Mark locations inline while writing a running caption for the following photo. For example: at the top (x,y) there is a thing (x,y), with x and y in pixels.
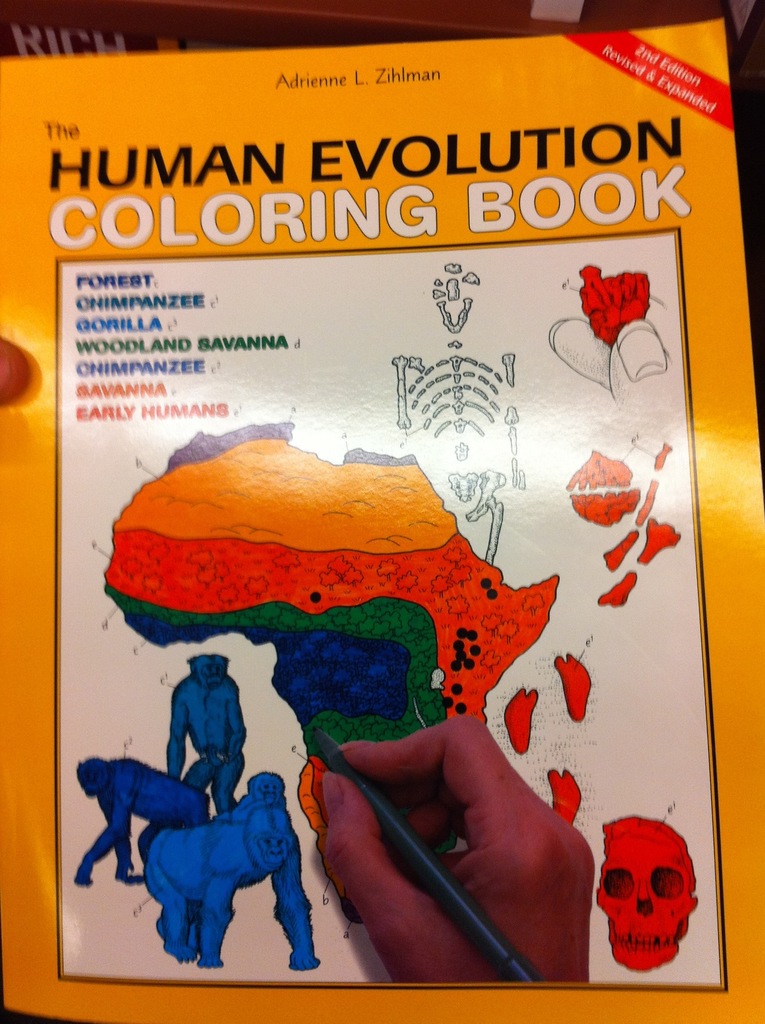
In this image there is a book (19,153), on that book (649,367) there are pictures (646,955) and some text (558,153) and there is a hand (415,970) holding a pen (415,861).
